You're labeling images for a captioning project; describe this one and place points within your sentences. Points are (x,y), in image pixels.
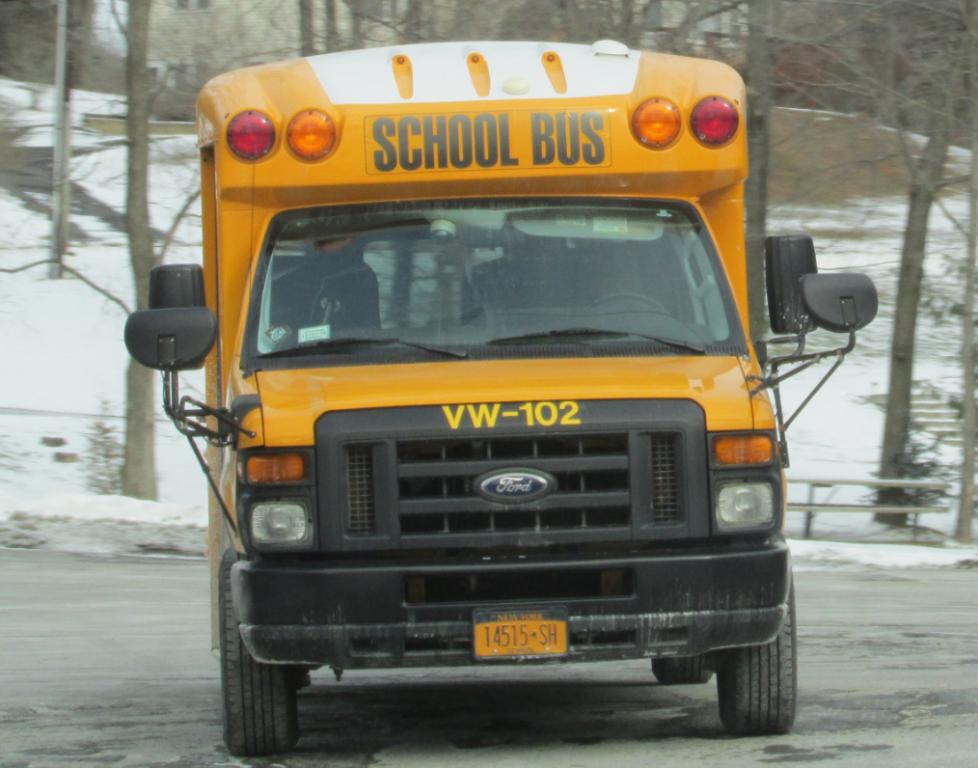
In the middle (590,429) it is a school bus (550,401) which is in yellow color. Behind them there are trees (934,24) and here it is a snow (86,367).
